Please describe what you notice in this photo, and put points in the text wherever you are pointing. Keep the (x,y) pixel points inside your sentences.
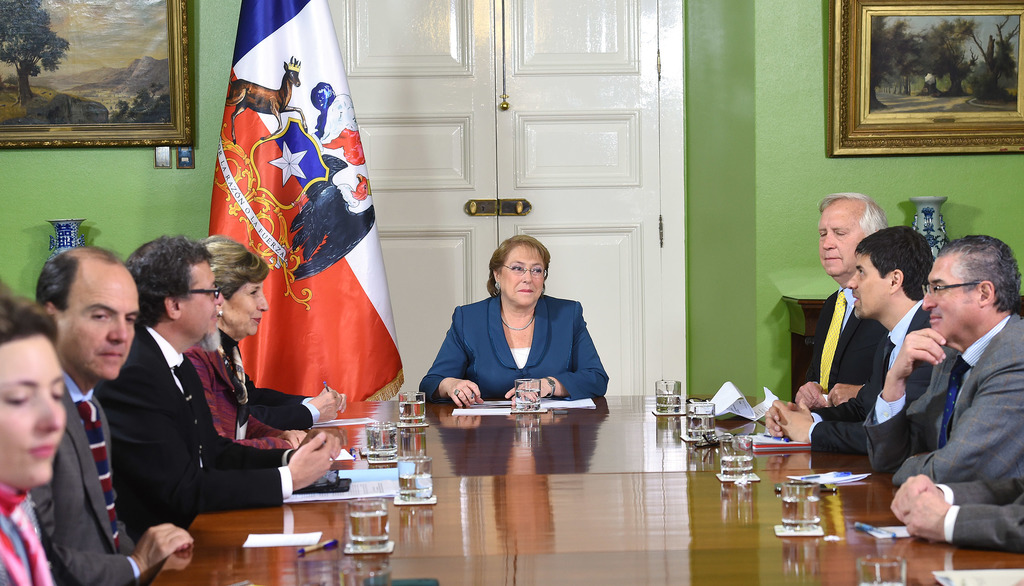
On the background (550,149) we can see door (548,219), wall (738,170) and photo frames (56,98) over a wall (207,122). here we can see few persons (547,340) sitting on the chairs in front of a table (204,546) and on the table (583,531) we can see water glasses (381,533), papers (364,484), pen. This is a flag (322,246).
